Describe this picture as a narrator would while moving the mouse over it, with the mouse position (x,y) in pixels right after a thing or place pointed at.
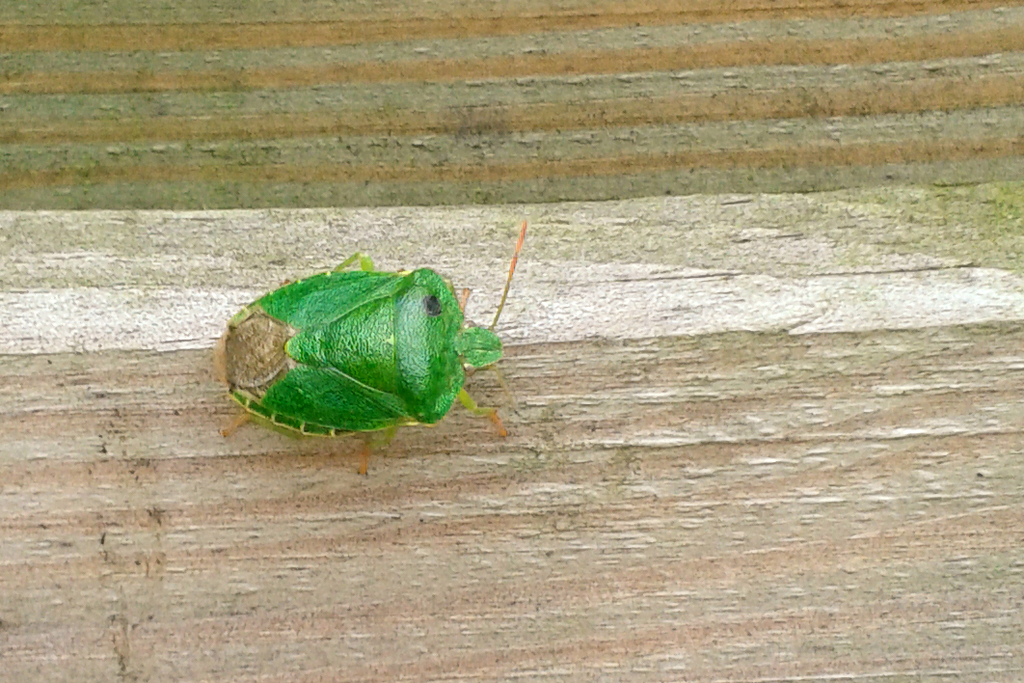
In this image we can see an insect (413,374) on the floor (617,170).
